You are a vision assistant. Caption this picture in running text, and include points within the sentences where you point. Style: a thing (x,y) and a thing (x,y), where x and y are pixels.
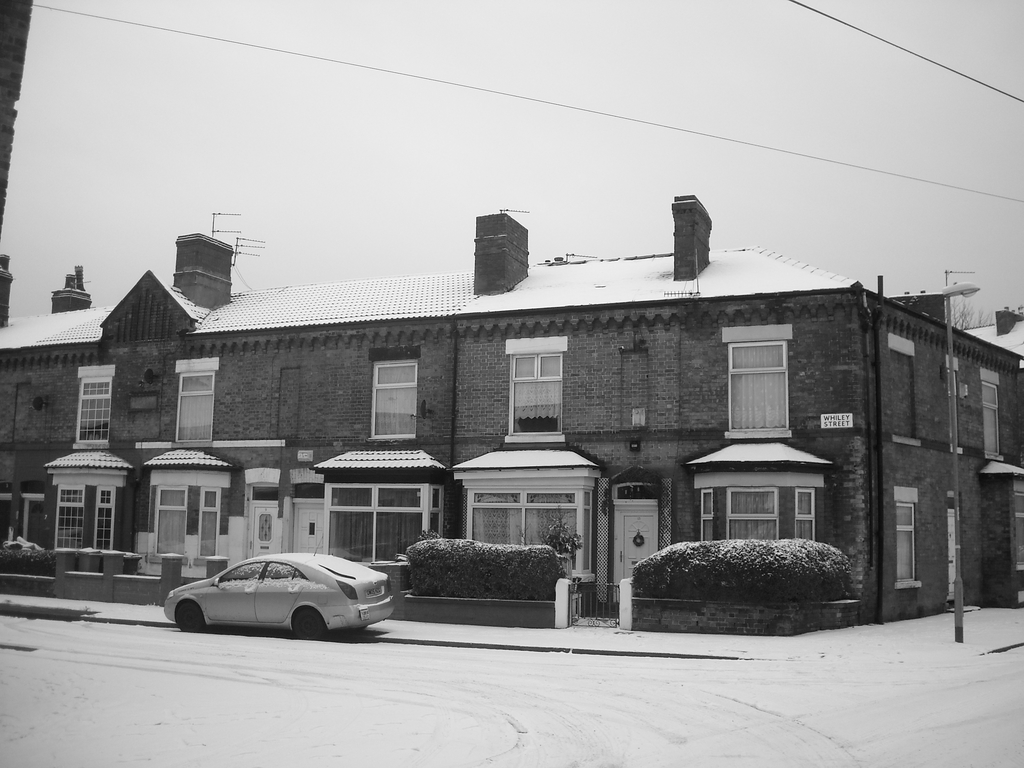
In this image there is a building (613,440), in front of the building (759,532) there are trees (802,556), plants (422,556) and a vehicle (310,621) is parked. In the background (489,113) there is the sky (363,118).
